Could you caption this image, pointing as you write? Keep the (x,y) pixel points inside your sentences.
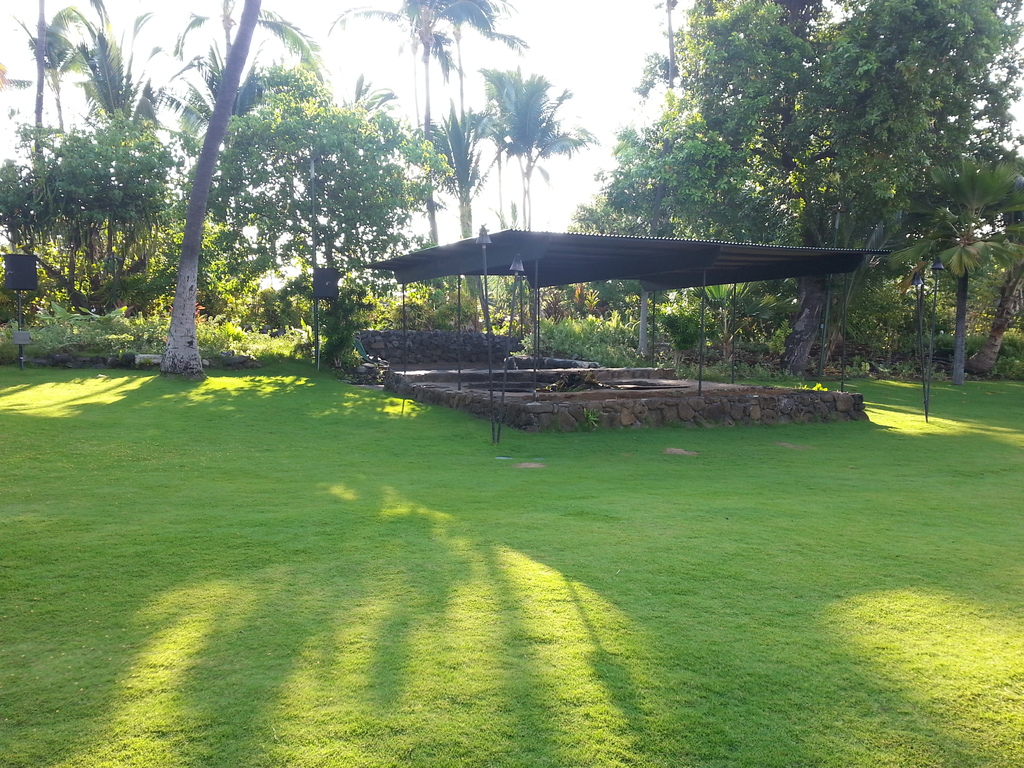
In this image there is a shed (651,281), beneath the shed (680,282) there is a rock structure (503,363) on the surface (480,543) of the grass (426,573). In the background (187,198) there are trees (218,203) and a sky (623,47).
